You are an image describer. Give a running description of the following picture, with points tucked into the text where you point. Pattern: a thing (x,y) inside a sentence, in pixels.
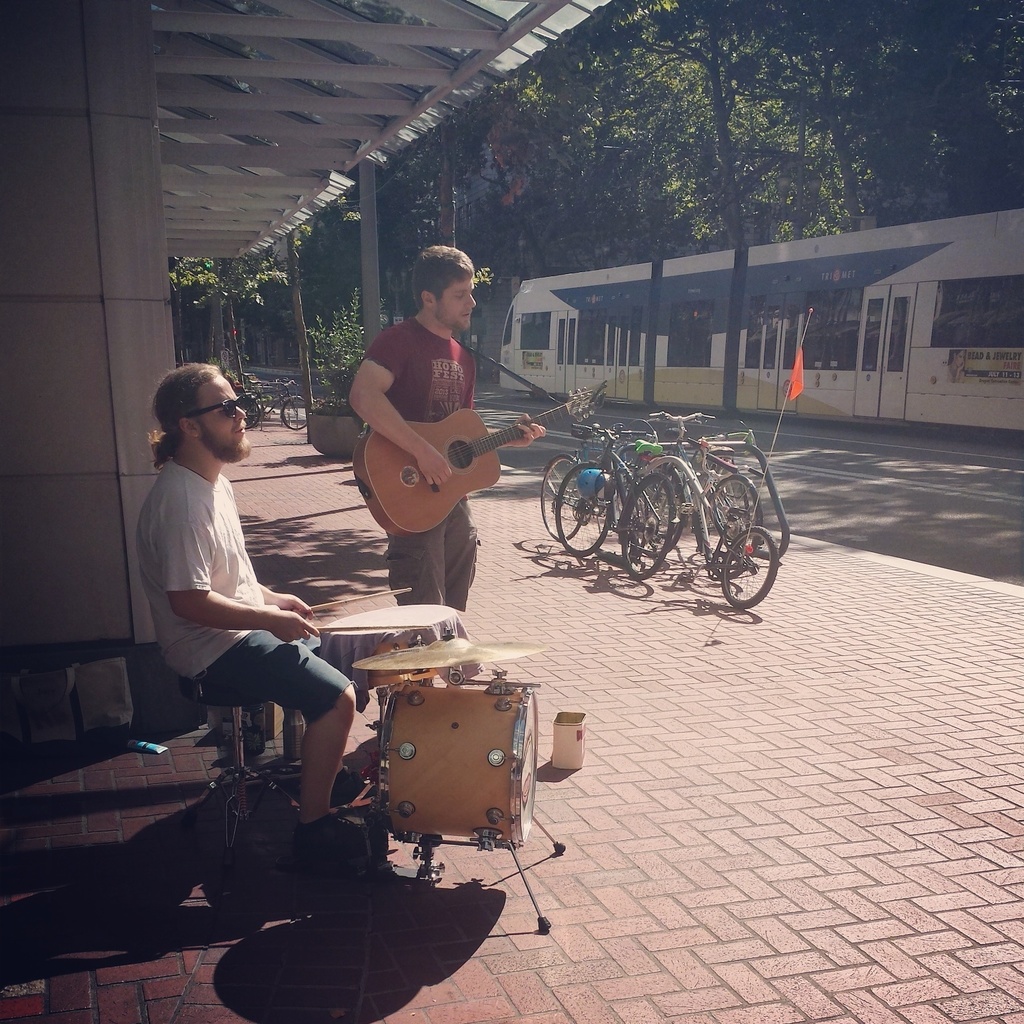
Here we can see two people (374,410) one of them is sitting on chair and playing drums (456,725) and the other is standing and playing a guitar (447,459) beside them we can see bicycle (648,448) there is a train (714,347) in front of them and there are trees (668,133) present here.
